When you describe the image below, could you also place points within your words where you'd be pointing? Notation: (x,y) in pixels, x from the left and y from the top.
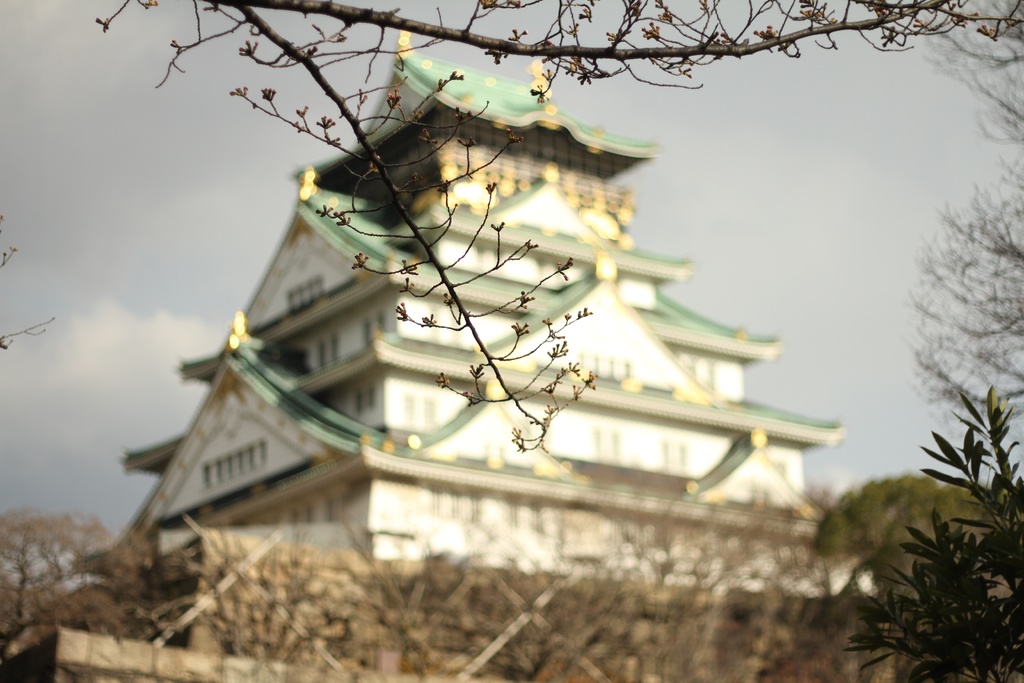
In this image we can see a building (408,459), trees (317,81), and branches (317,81). In the background (60,132) there is sky (114,363) with clouds (167,336).
